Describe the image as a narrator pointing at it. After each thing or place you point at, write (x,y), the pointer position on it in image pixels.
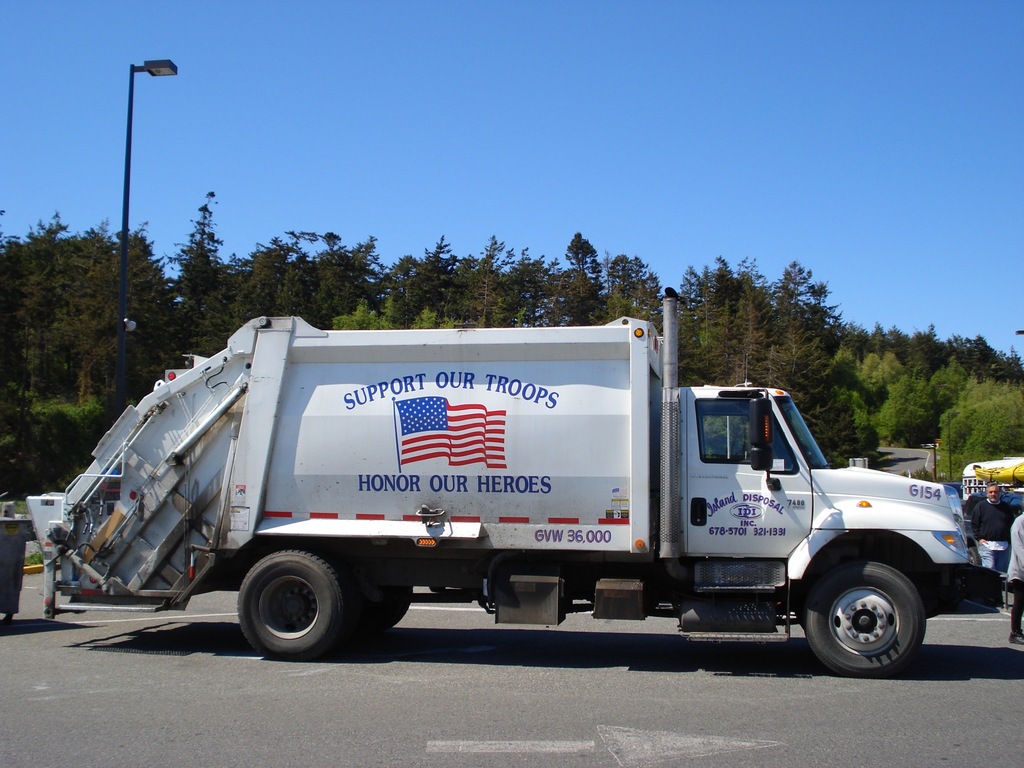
In this picture we can see a few vehicles (563,380) on the road (545,709). We can see two people (989,540) on the right side (979,542). There are a few objects (8,590) visible on the left side (24,521). We can see a street light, poles (124,278) and trees (879,397) in the background (912,401). Sky (772,97) is blue in color.
